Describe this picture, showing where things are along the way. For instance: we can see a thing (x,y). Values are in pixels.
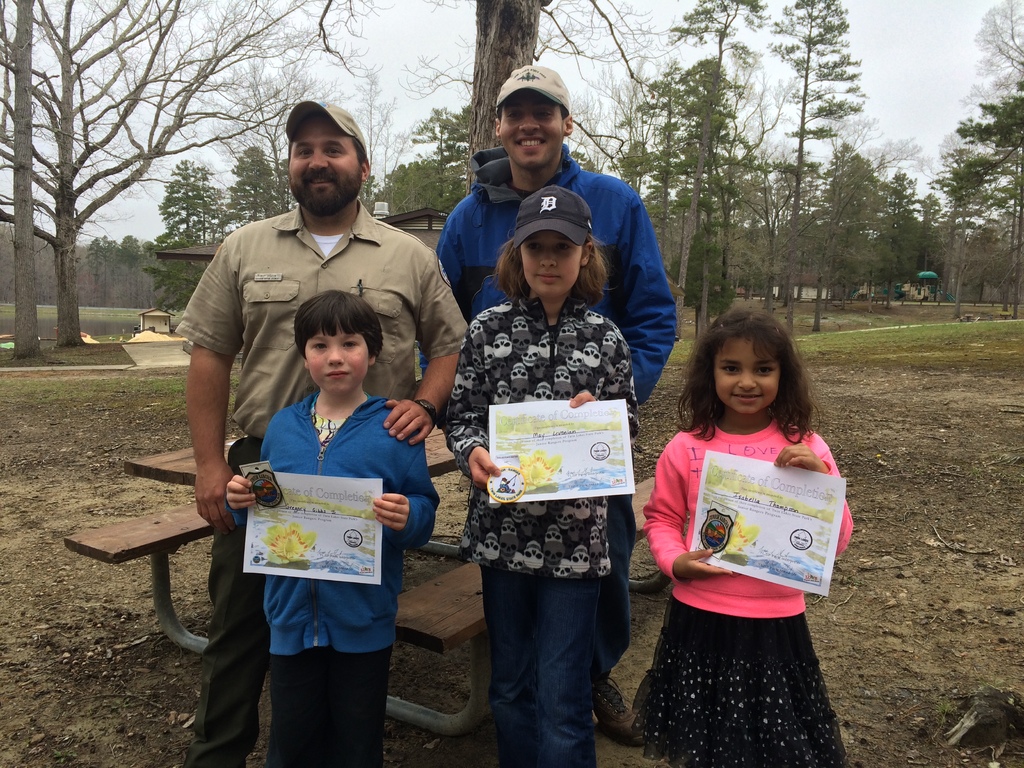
This picture shows few people (329,372) standing. We see three children (383,494) holding papers (516,459) in their hands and we see few of them wore caps (514,98) on their heads (510,120) and we see trees (681,122) and grass (179,385) on the ground (871,376) and we see a bench (428,616) on the back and a cloudy sky (595,59).
